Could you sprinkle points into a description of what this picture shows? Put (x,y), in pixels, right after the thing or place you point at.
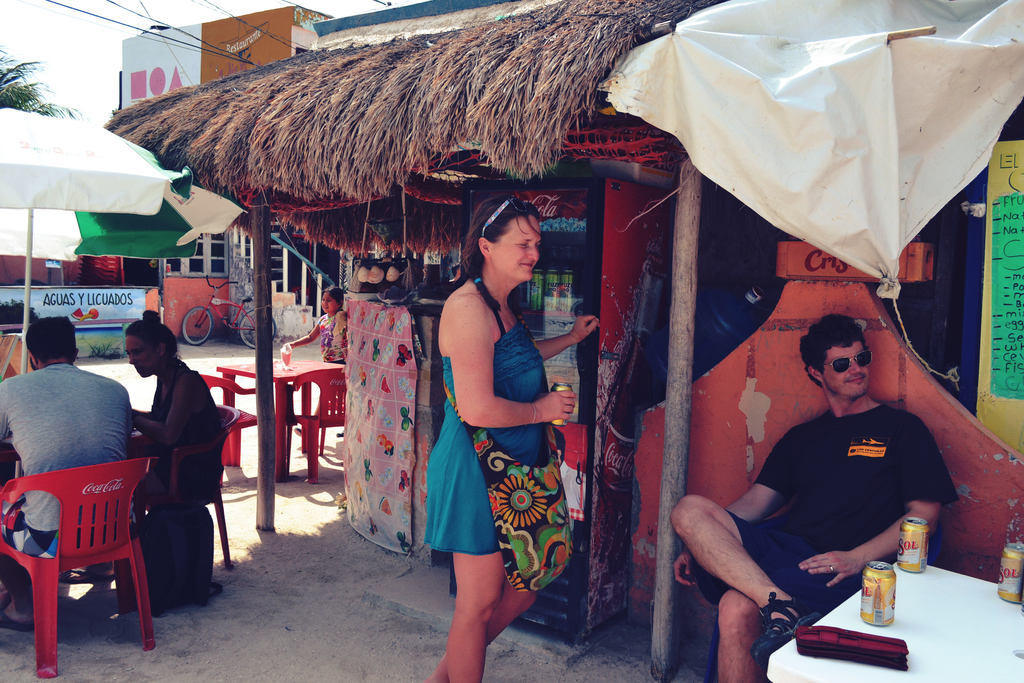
Here we can see three persons (729,663) are sitting on the chairs (216,454). This is table (955,614). On the table (936,619) there are tins (871,567). Here we can see a woman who is standing on the floor (303,624). This is hut (488,173). There is an umbrella (87,227). Here we can see a building (248,58) and there is a bicycle (253,332). And this is sky (90,35).
